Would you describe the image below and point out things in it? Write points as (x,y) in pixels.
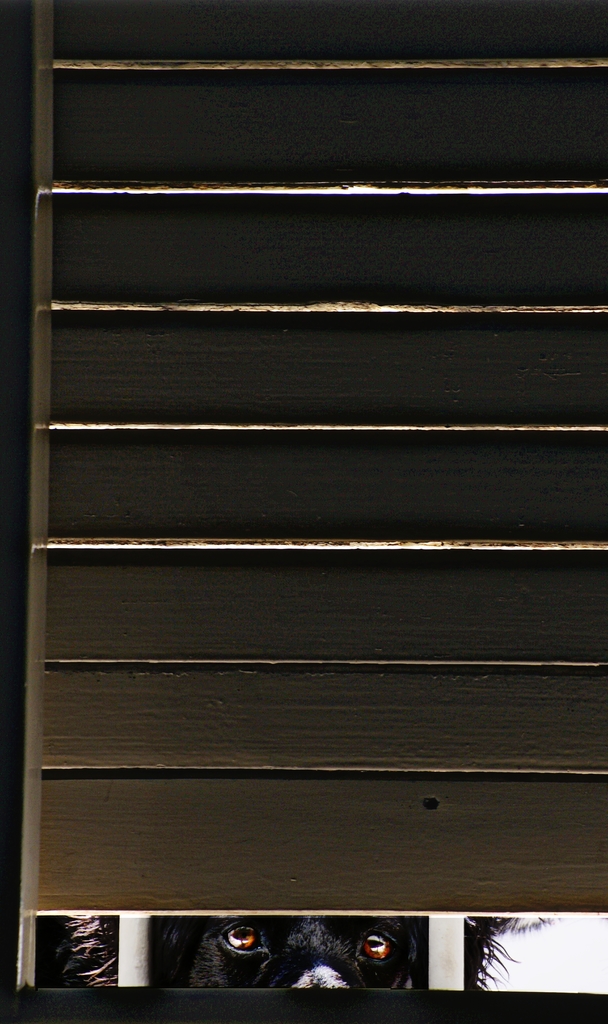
In this image we can see one black dog (474,964), two white poles (439,958) and one object (46,56) look like a door (432,832).
